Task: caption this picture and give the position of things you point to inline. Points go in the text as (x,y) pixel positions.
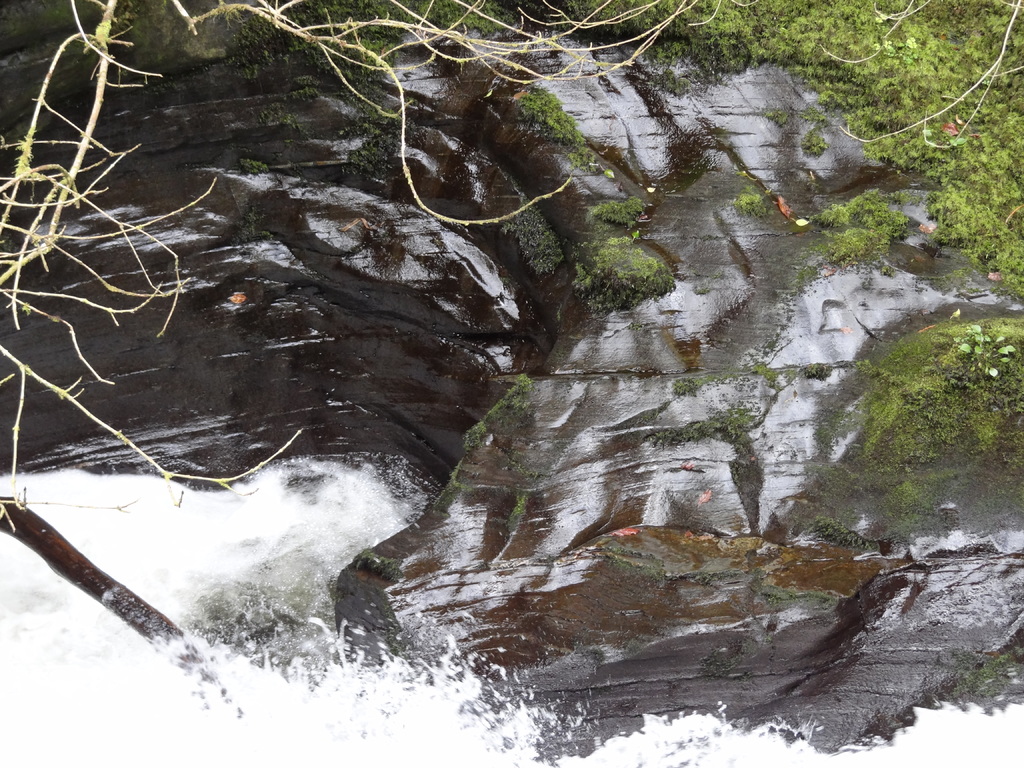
There is water (280,685) flowing on the rock (467,551). There is grass (603,245) on the rock (672,127). Also we can see some branches (383,25).
